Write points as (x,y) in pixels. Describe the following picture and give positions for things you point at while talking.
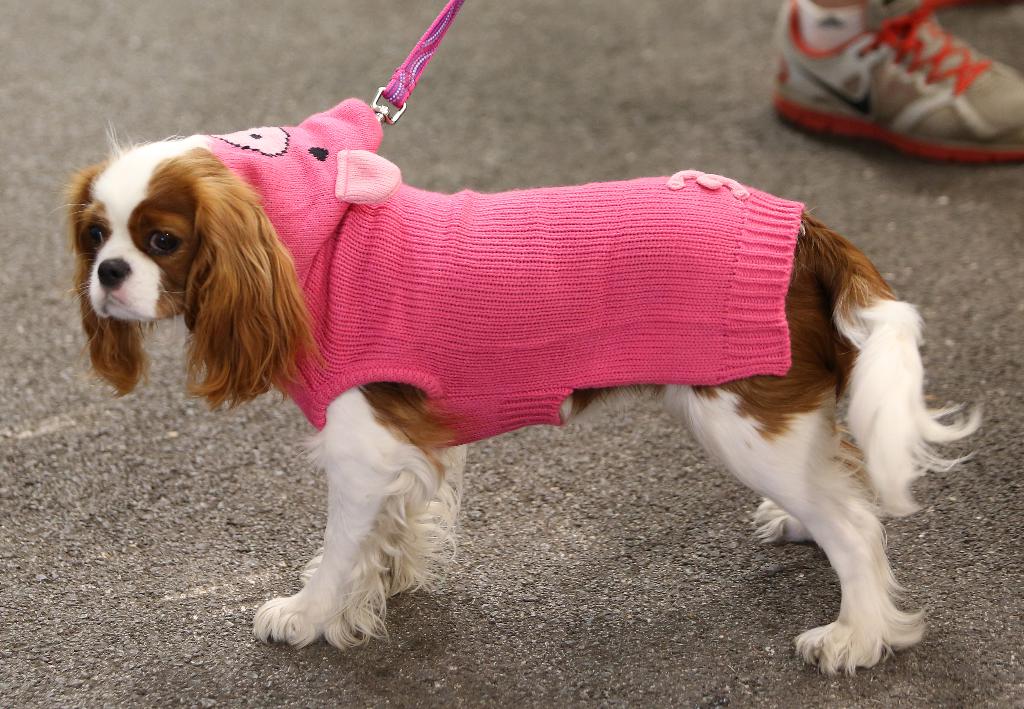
In this image we can see the dog (636,216) with the pink color clothes (572,264) and also the belt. In the background (844,57) we can see some persons' shoe (879,48). We can also see the road (477,149).
